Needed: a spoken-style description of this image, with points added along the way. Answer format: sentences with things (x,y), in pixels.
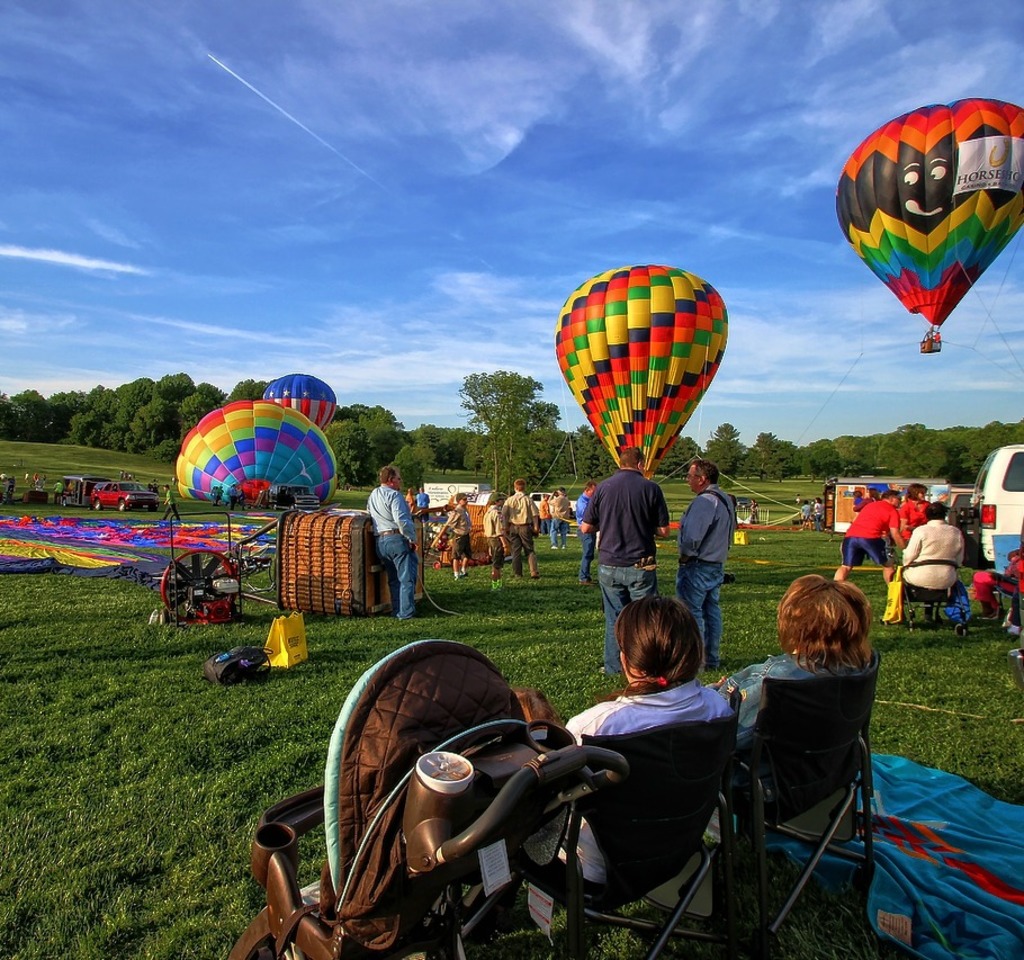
In this image I can see an open grass ground (125,460) and on it I can see number of people (860,611). I can see few people (649,671) are sitting on chairs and rest all are standing. In the front (391,694) I can see a stroller (388,706) and in the background (890,133) I can see four air balloons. I can also see number of trees (388,445), clouds (326,11) and the sky (455,230) in the background (491,260). I can also see few vehicles (853,512), few stuffs (291,553) and few clothes (156,565) on the ground (135,688).
